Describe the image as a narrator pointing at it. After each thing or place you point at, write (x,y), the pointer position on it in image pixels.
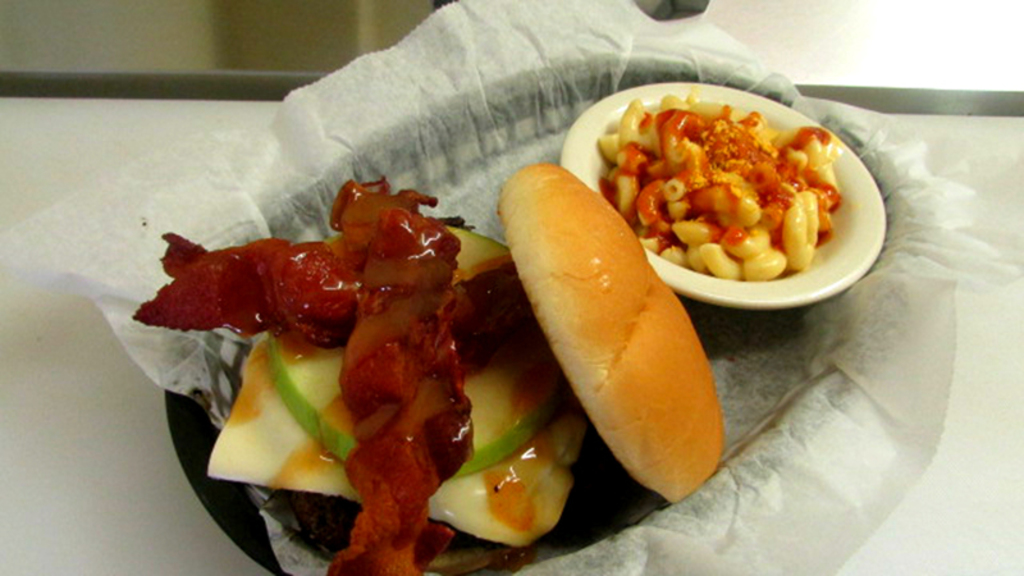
In the center of the image (523,299) there is a plate (821,425), tissue (810,461), burger (707,412), bowl (668,269), pasta (793,226) and a gravy (401,328) placed on the table (977,447).
